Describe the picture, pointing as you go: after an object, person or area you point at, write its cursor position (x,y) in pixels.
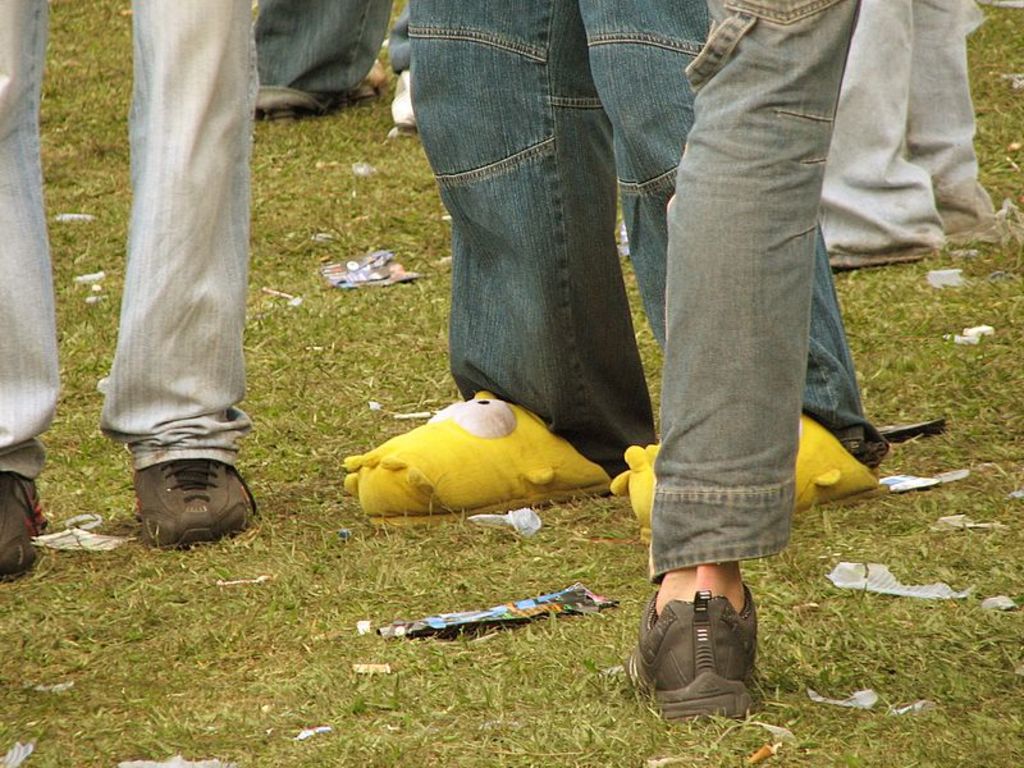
This image is taken outdoors. At the bottom of the image (243,651) there is a ground (280,635) with grass (338,387) on it. In the middle of the image (492,258) a few people (504,184) are standing on the ground (416,378).
